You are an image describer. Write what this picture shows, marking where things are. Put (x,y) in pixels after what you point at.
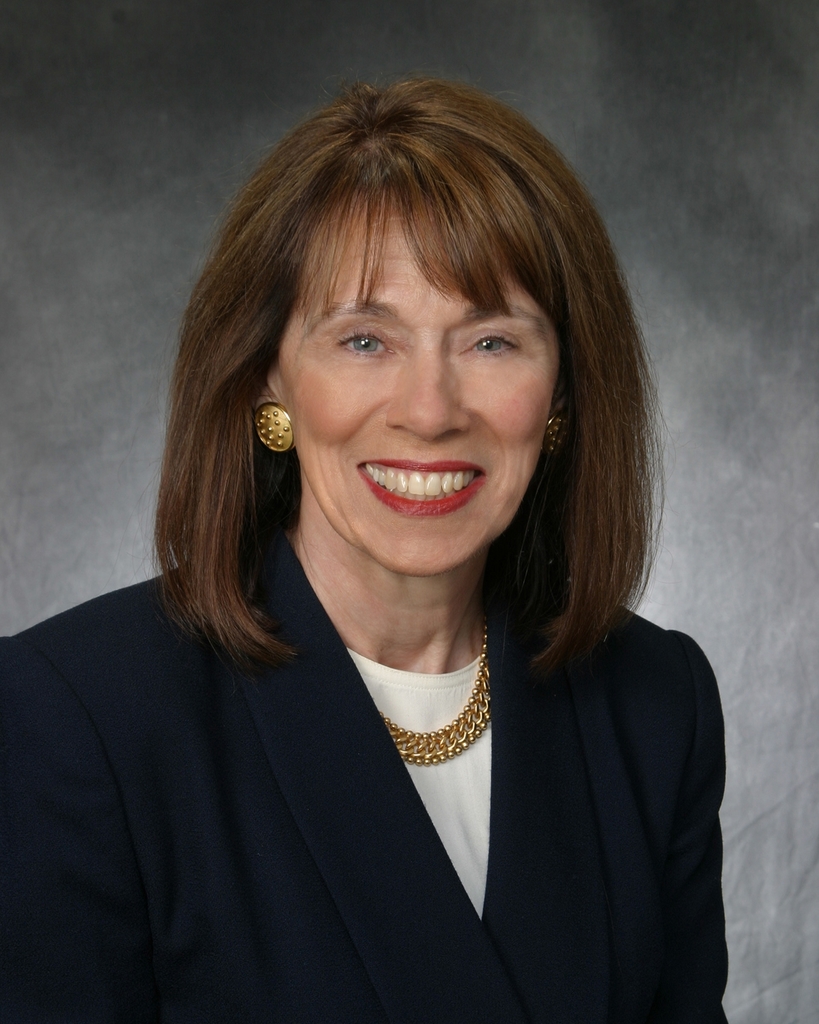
In this image there is a lady (453,842) who is wearing the black color coat (400,829) and a gold color chain (410,749).
